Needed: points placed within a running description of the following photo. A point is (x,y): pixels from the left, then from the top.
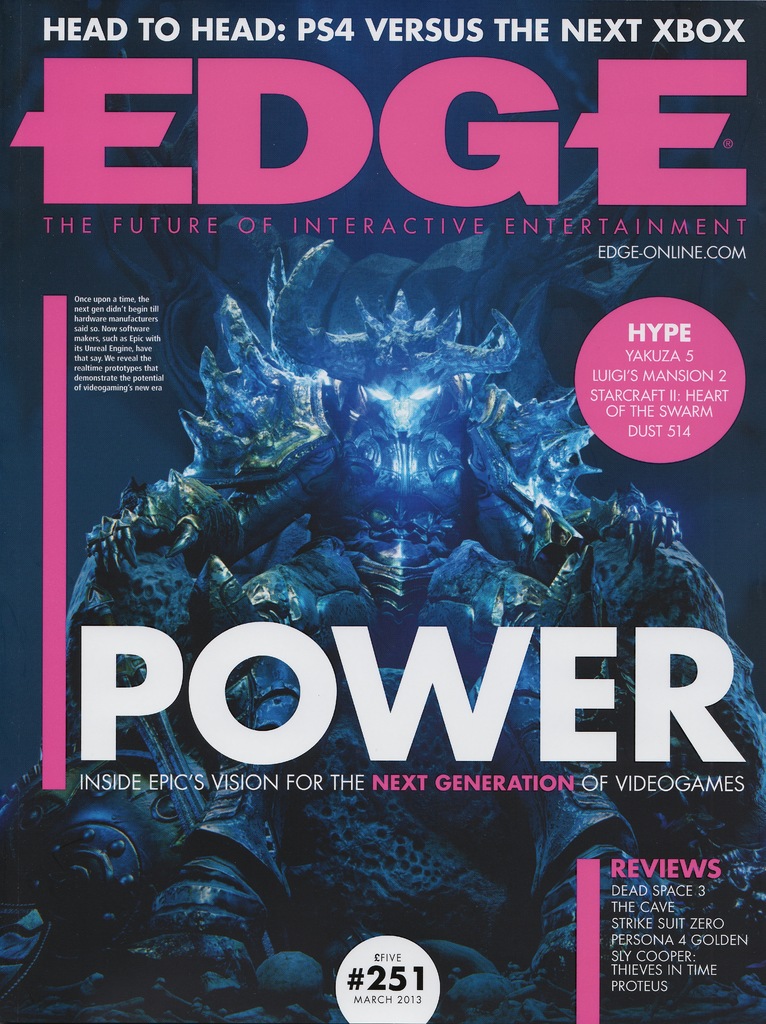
Here we can see a poster (638,487). On this poster (386,645) we can see an animated image (428,317).
